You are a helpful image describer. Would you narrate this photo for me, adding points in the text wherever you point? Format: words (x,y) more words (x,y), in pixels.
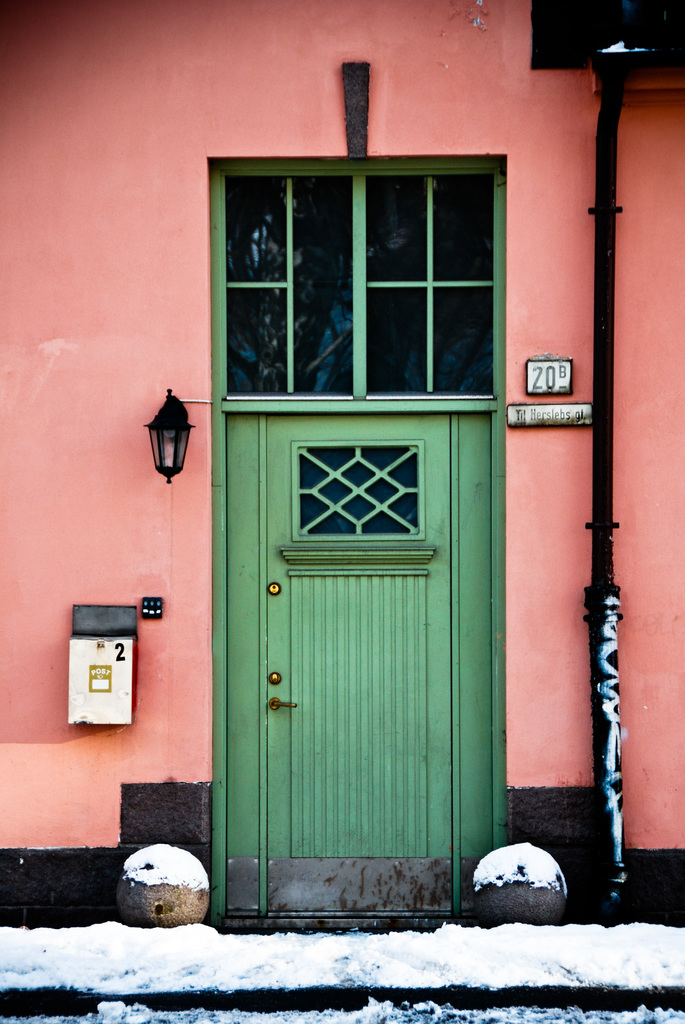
In this picture we can observe a green color door (332,690). We can observe a pink color wall (132,378). There is some snow (226,980) in front of this wall (574,273). We can observe a black color pipe (603,330).
